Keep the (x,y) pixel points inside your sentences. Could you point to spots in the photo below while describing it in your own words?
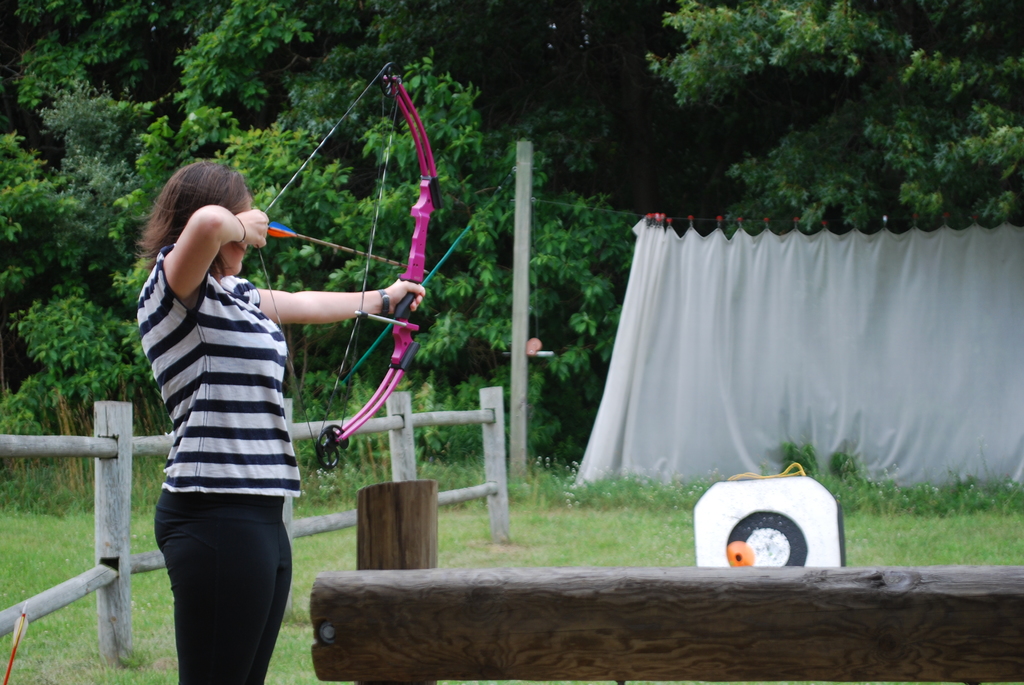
Here we can see a woman (161,539) holding a bow (356,420) and an arrow (270,227) with her hands (396,297) and aiming towards a curtain (755,360). This is grass (595,538) and there is a fence (483,494). In the background (959,188) there are trees (542,124) and there is a pole (523,229).
